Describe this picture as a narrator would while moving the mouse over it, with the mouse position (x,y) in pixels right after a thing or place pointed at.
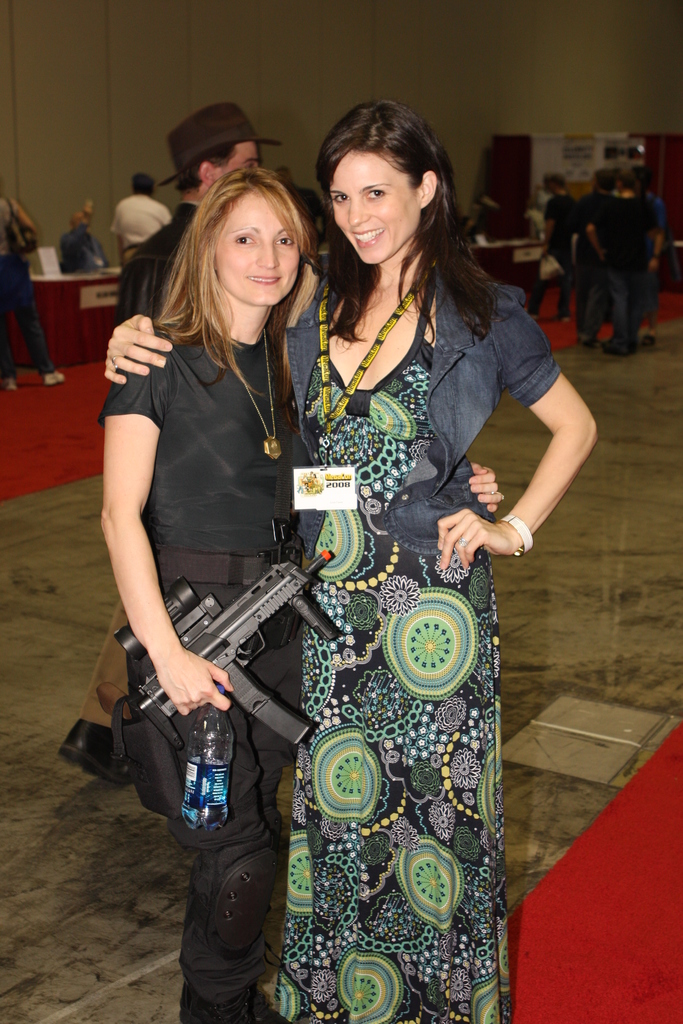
In the picture we can see two woman (374,826) are standing together and holding each other and smiling and one woman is holding a gun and a water bottle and behind them we can see a man (146,303) standing and he is wearing a hat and behind him we can see some people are standing and some are sitting near the desk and behind them we can see a wall (651,13).
